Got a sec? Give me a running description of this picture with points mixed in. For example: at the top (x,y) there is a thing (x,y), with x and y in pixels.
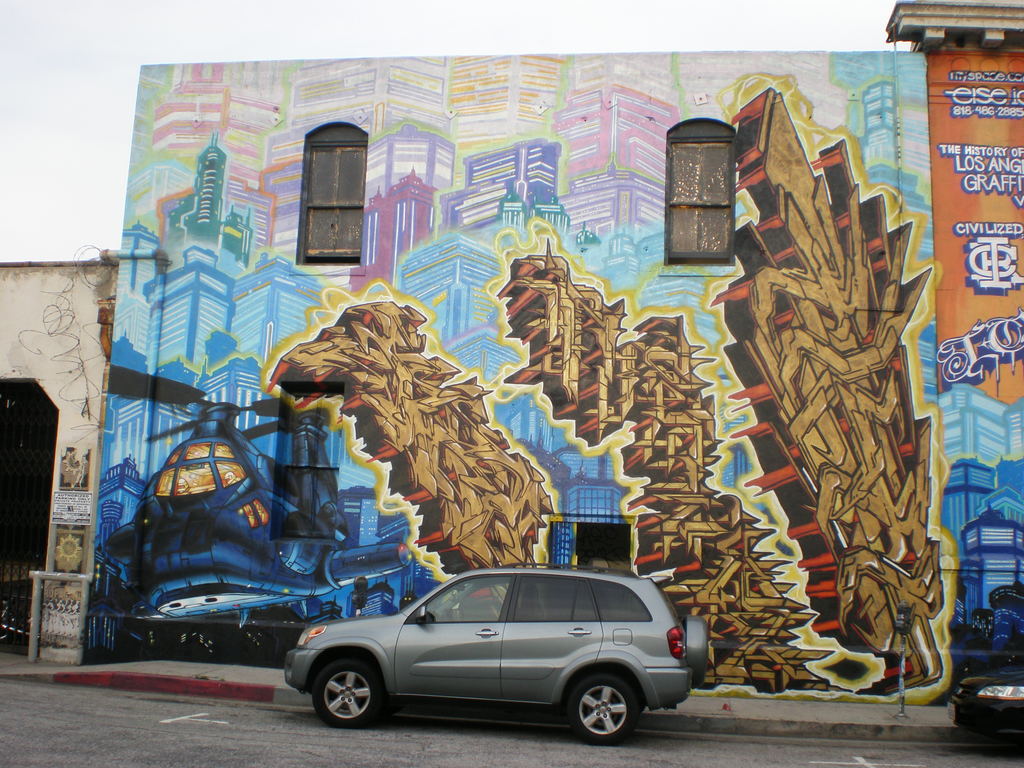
This picture shows buildings (504,448) and we see painting (749,389) on the wall (441,115) and text (998,283) on it and we see couple of cars (979,726) and a cloudy sky (120,140).
